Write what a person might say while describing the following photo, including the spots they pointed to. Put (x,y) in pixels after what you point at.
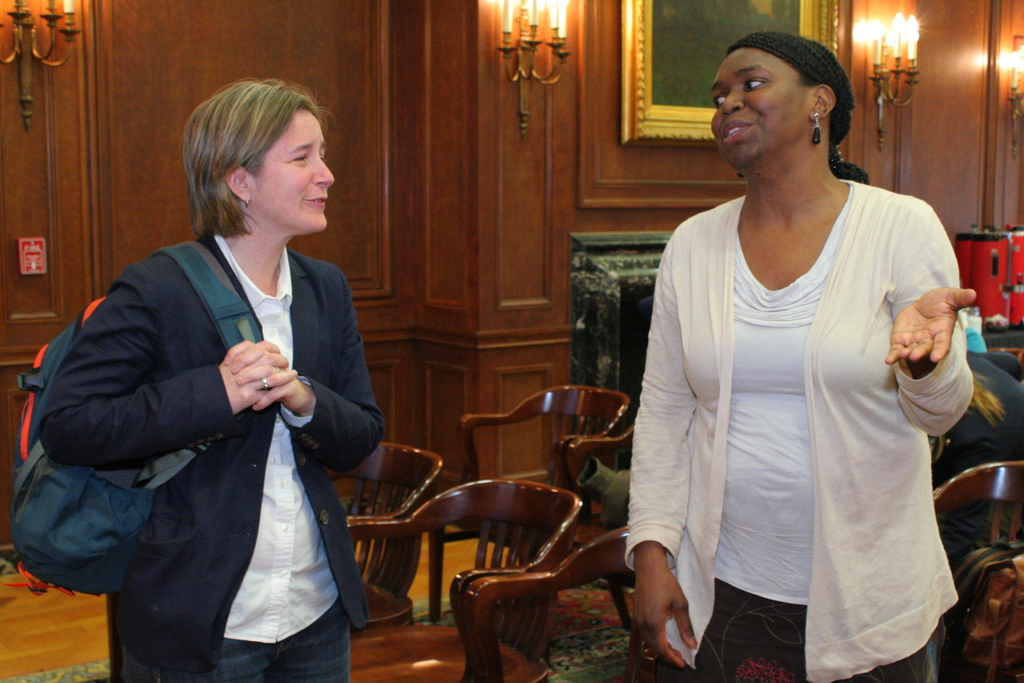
On the background (713,20) we can see candle lights (868,41) and a frame (688,38). Here we can see empty chairs (489,507). In Front of the picture we can see two women (266,557) talking to each other and smiling. This person (206,385) wore a backpack (124,492). This is a floor (46,620).
